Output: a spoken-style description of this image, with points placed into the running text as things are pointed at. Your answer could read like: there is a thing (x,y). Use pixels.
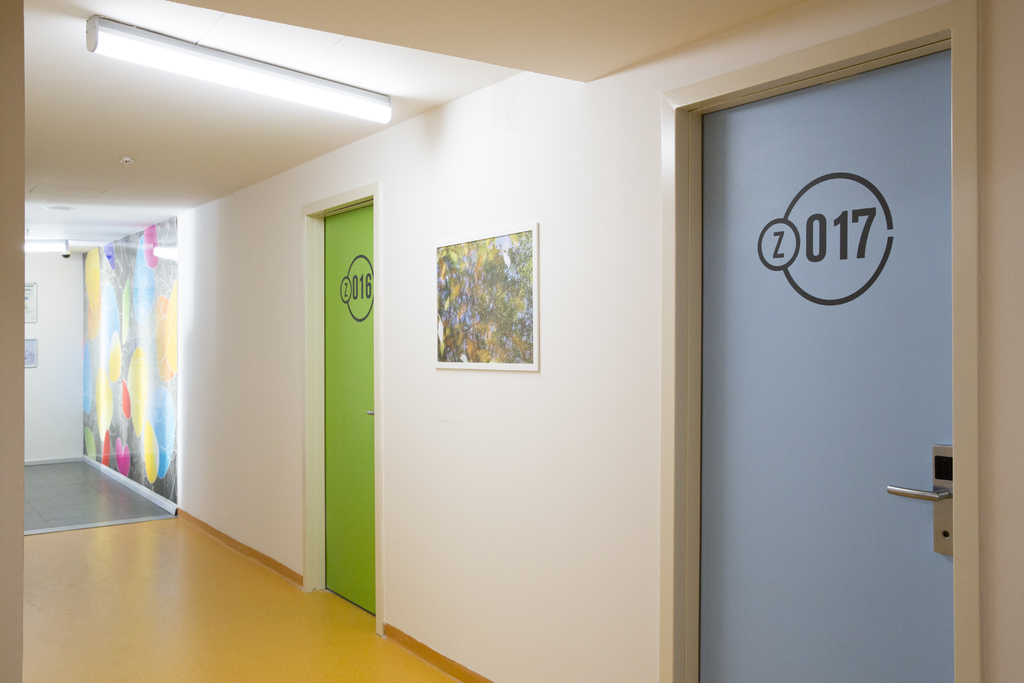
As we can see in the image there is white color wall (573,398), doors (365,327), photo frame (490,326) and lights (52,249).
